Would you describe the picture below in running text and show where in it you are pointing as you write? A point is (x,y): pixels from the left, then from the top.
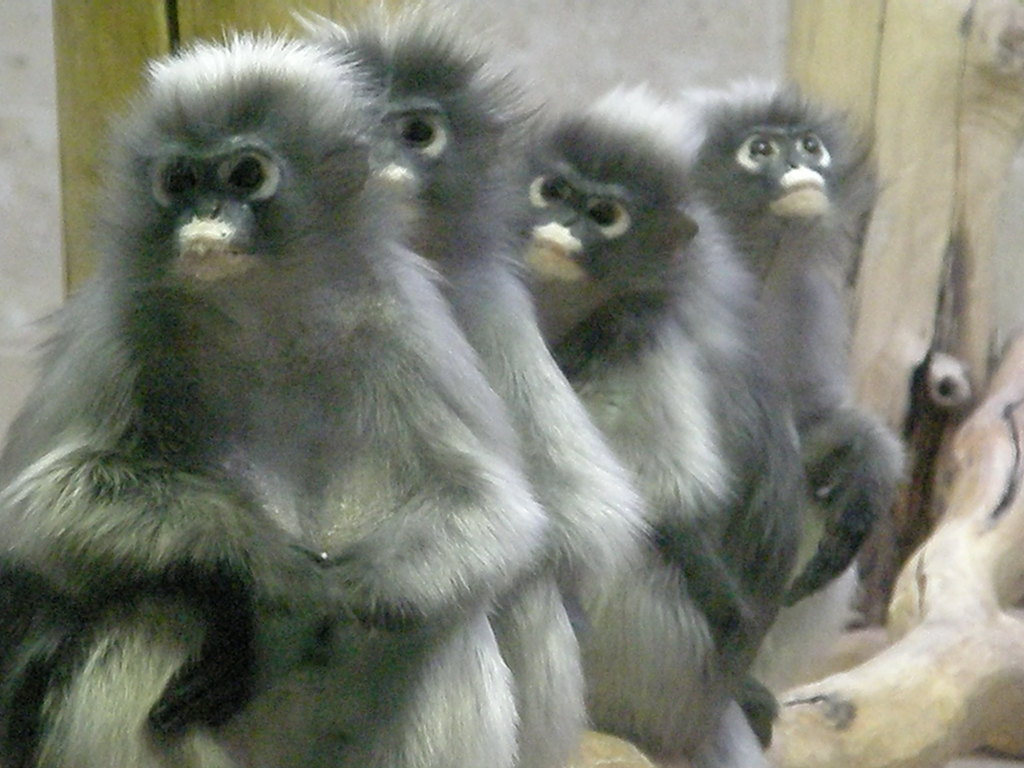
In the picture I can see monkeys (338,491) are sitting on the stem (891,621).
